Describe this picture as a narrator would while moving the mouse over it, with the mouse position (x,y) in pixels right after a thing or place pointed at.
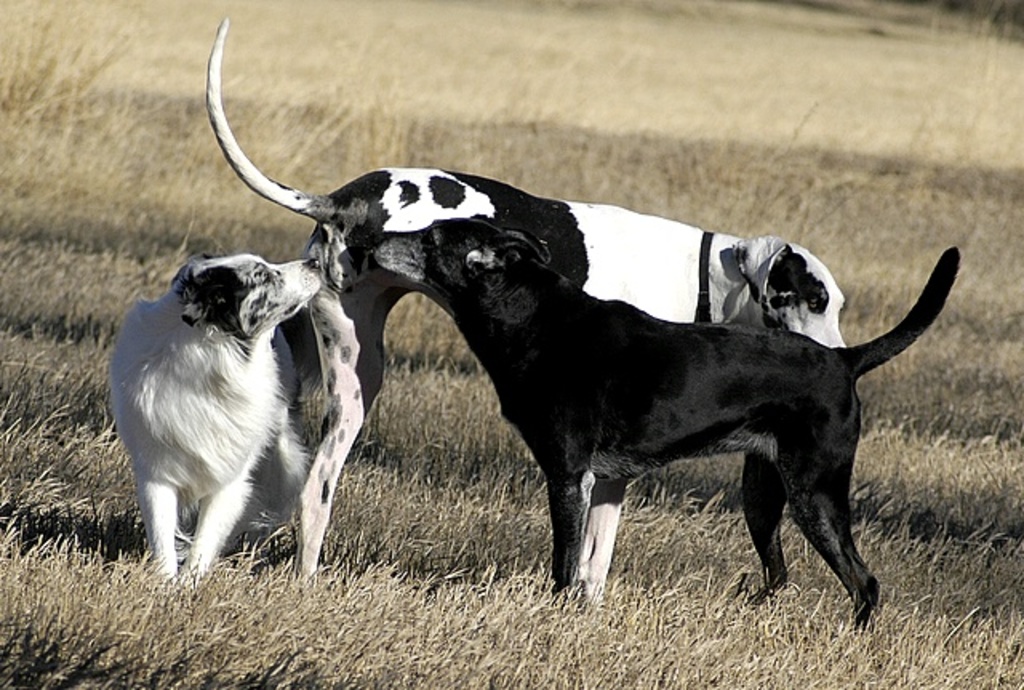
In this image I can see three dogs (279,284) they are in white and black color standing on the dried grass (37,232).
